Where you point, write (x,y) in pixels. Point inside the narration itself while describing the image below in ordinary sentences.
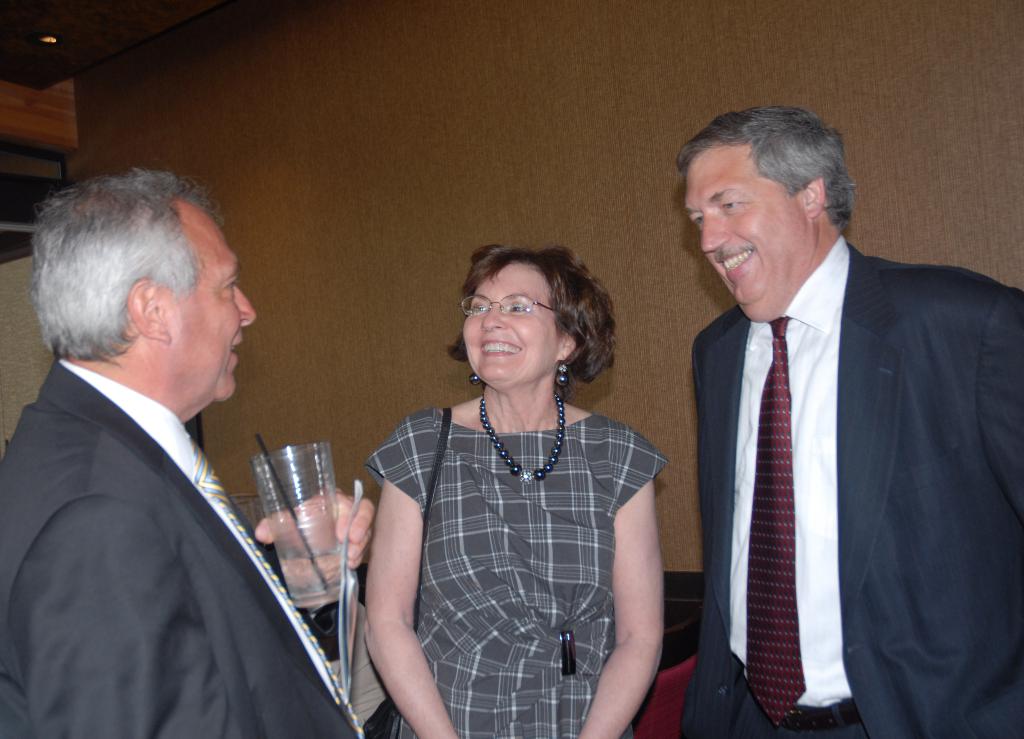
In this image there are two men (795,540) and a woman (560,476) standing. They are smiling. The man (154,604) to the left (149,608) is holding papers (343,614) and a glass (299,544) in his hand (289,533). There is a straw (265,447) in the glass (297,499). Behind them there is a wall (308,156). In the top left (51,33) there is a light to the ceiling (52,47).
